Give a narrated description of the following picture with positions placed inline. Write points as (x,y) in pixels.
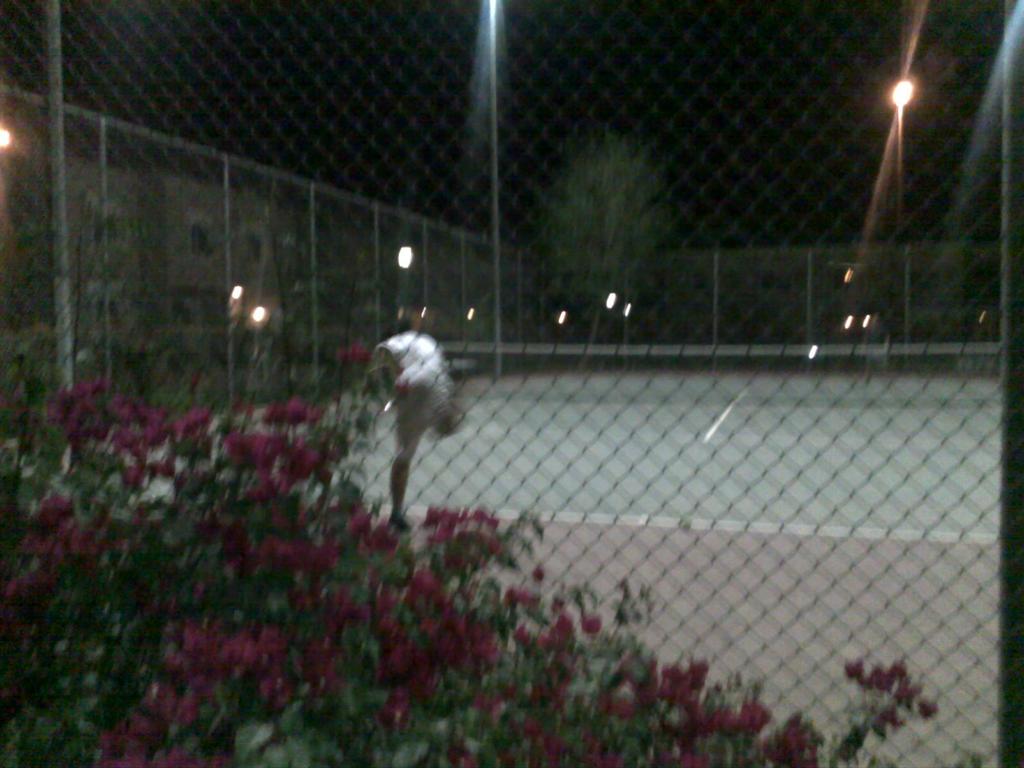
In this image we can see a person (399,336) playing in a ground (529,418) and the ground (926,479) is surrounded by a fence (921,290), around it there are trees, plants (373,577), flowers (276,547), buildings (85,267) and street lights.
